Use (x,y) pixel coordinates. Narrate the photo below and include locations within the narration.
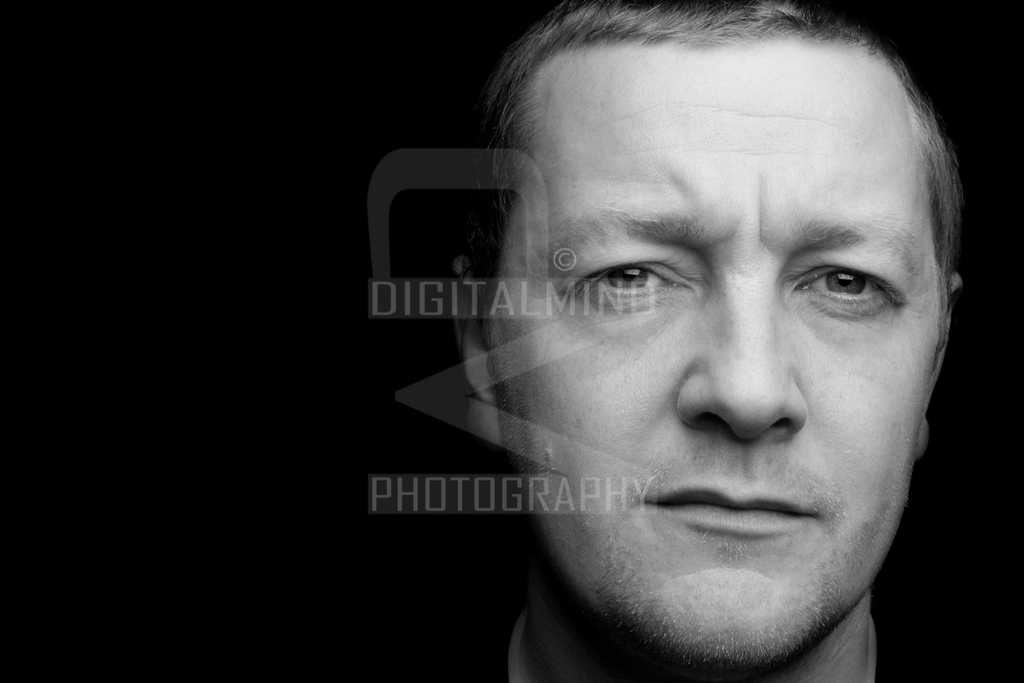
In this image I can see face (520,270) of a man (636,163) and here I can see watermark (372,200). I can also see this image is black and white in colour.
